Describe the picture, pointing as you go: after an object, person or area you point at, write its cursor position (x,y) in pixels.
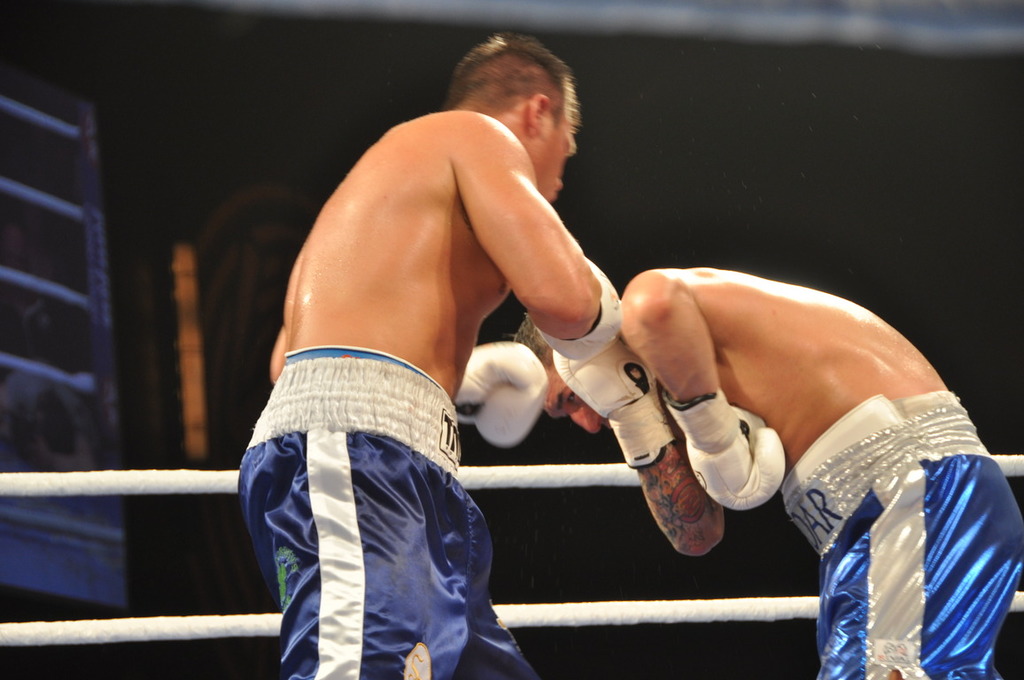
In this image, we can see two persons (525,415) are wearing gloves (642,406). Here we can see a tattoo (697,518) on the person's hand (671,497). Background (798,659) we can see ropes (552,471) and dark view.
